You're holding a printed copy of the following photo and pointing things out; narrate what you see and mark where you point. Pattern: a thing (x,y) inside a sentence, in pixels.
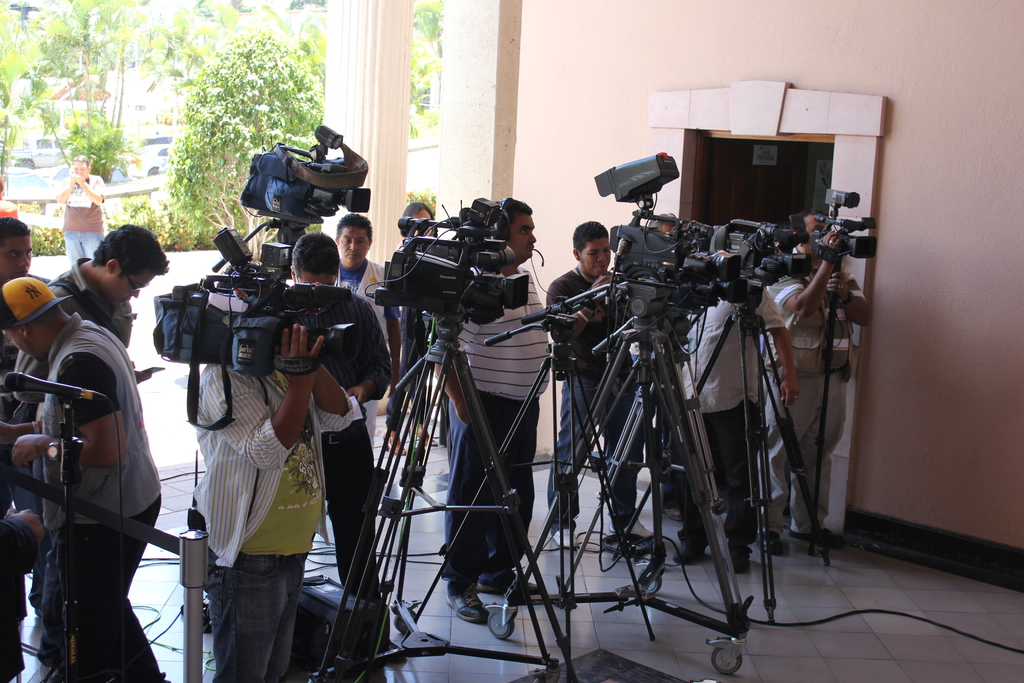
In the image we can see there are many people (261,463) standing, wearing clothes (341,444). Some of them are wearing spectacle (135,280) and this person (69,326) is wearing a cap (31,315). These are the video cameras (749,285), cable wires (846,613) and stand (402,526). This is a floor (940,647), wall (905,221), door (764,189), pillar (383,72) and trees (218,66). We can even see there are many vehicles (52,151).
